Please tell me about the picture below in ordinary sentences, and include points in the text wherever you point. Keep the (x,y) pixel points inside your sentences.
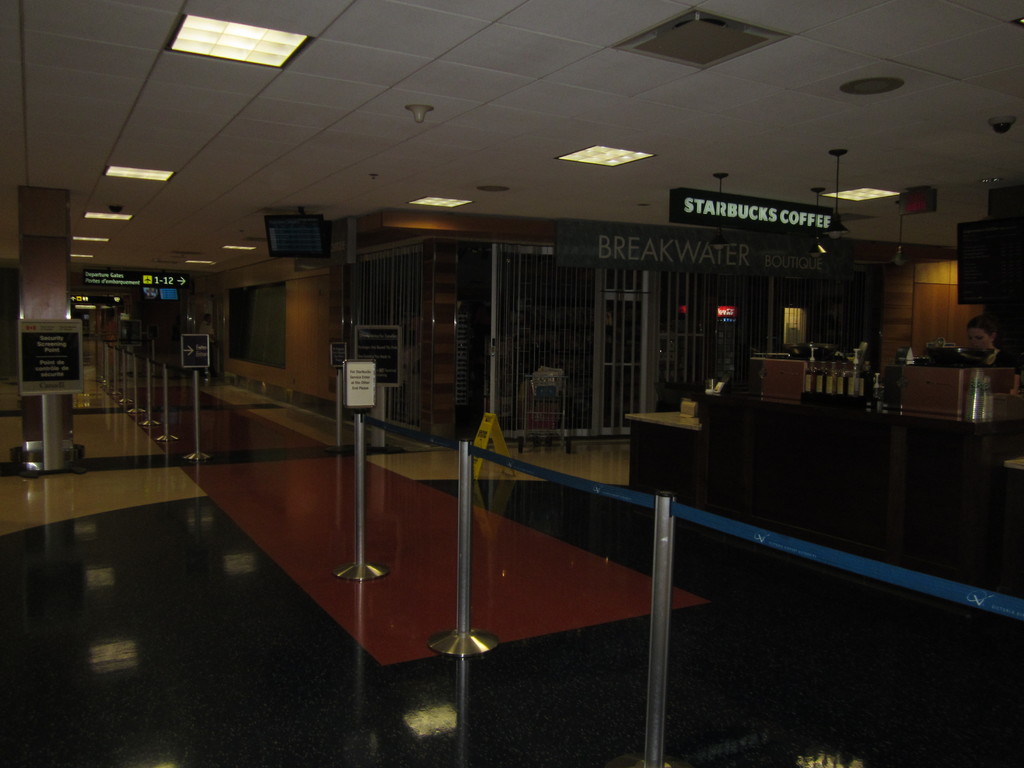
In this image I can see in the middle (360,509) it looks like queue manager (460,489). On the right side (996,337) there is a woman (983,335), at the top (697,181) there is the wall (965,314) and there are ceiling lights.
